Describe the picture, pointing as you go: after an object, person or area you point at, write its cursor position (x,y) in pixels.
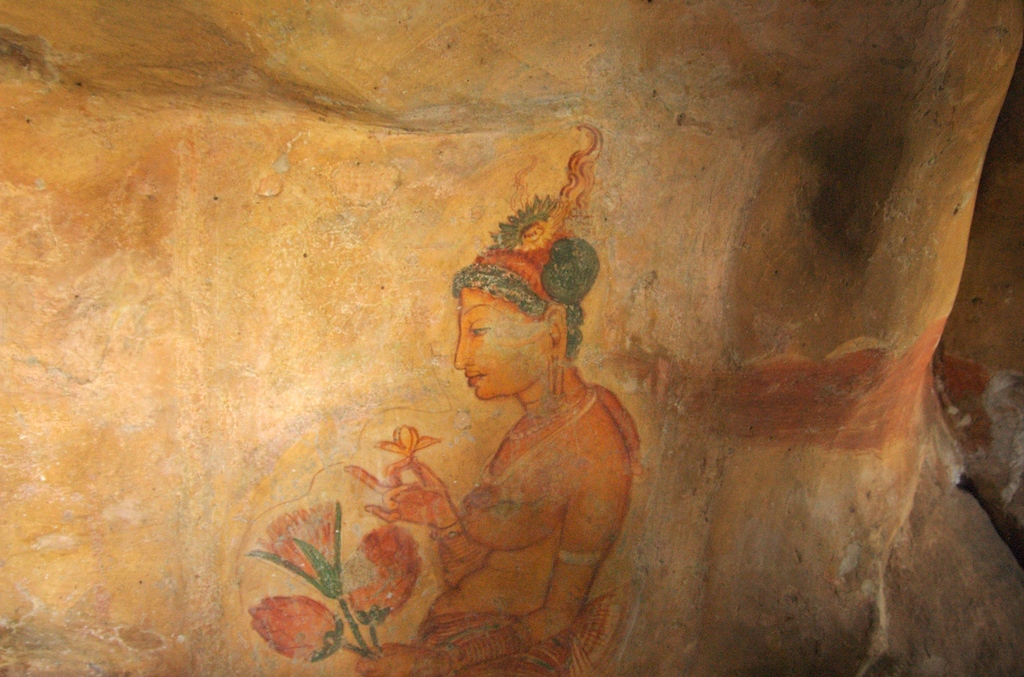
In this picture I can see the drawing (578,503) of a woman (549,289) who is holding the flower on the stone (671,515).
